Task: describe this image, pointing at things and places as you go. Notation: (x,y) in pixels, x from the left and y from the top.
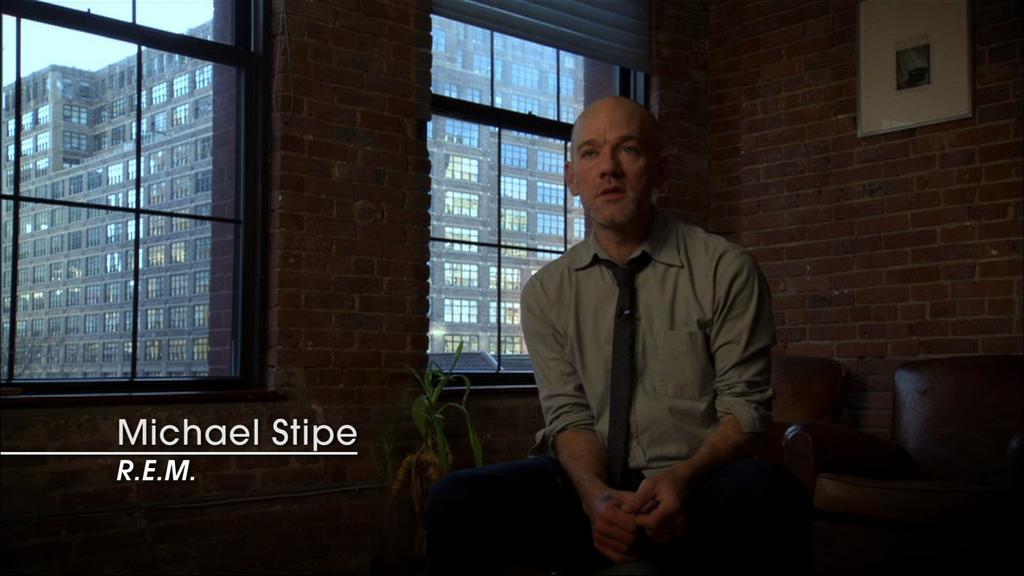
The man (634,305) in the middle of the picture (634,328) wearing a grey shirt (653,365) is sitting on the chair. Beside him, we see a flower pot (405,492). Behind him, we see the chairs (869,485) and a wall (839,206) which is made up of brown colored bricks (799,159). We see a photo frame (867,76) is placed on that wall (826,82). In the background (501,179), we see a wall (395,288) and the glass windows (151,329) from which we can see the building (178,327).
